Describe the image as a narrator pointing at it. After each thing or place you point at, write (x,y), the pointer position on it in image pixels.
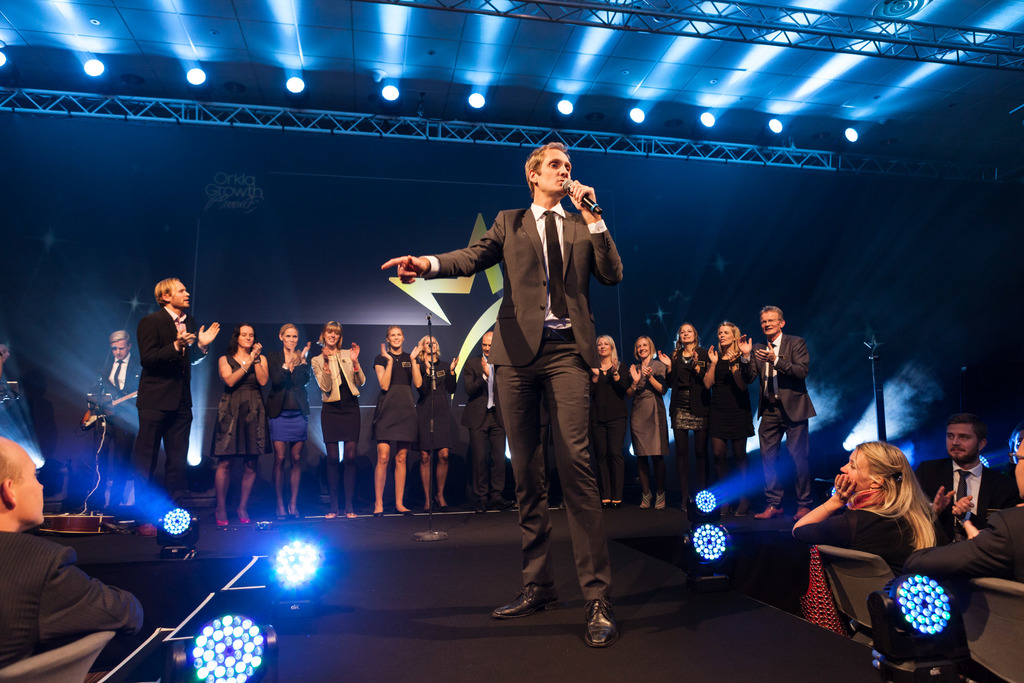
In the foreground (541,550) I can see a person (512,411) is holding a mike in hand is standing on the stage (633,643), lights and a group of people (808,592) are sitting on the chairs (838,603). In the background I can see a group of people (791,391) are standing and few of them are playing musical instruments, metal rods (359,127), focus lights (191,439) and dark color. This image is taken may be on the stage (405,519).
